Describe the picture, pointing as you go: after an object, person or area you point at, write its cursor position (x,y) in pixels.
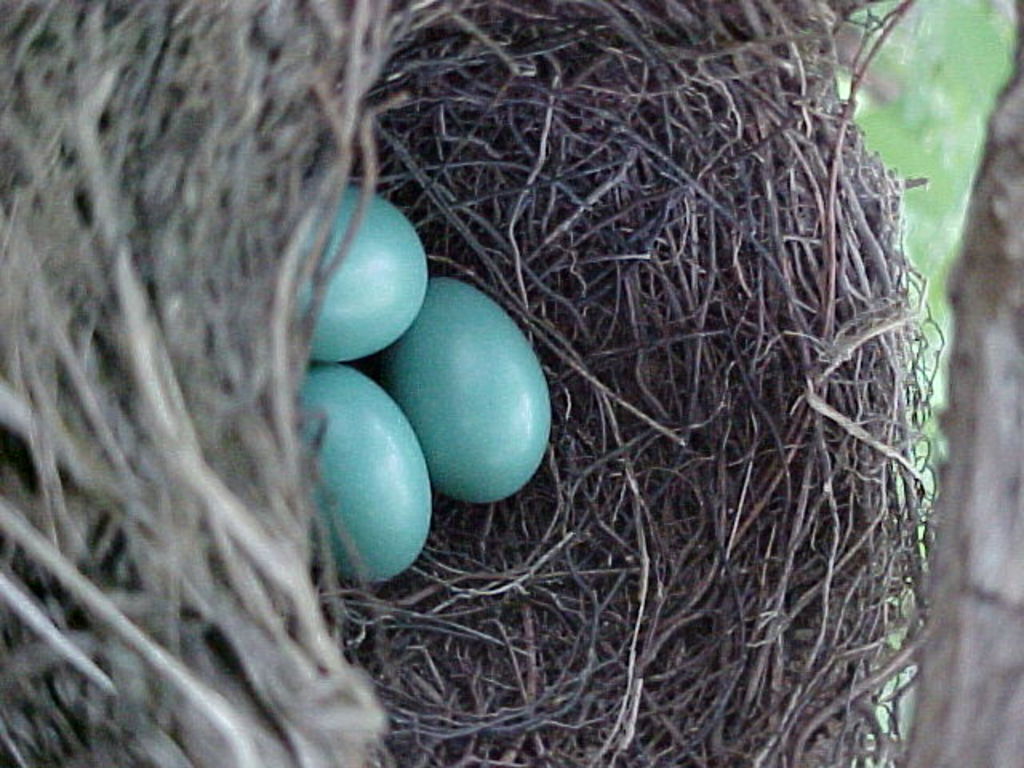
In this image I can see a nest (520,275) and in it I can see three eggs (399,543).
